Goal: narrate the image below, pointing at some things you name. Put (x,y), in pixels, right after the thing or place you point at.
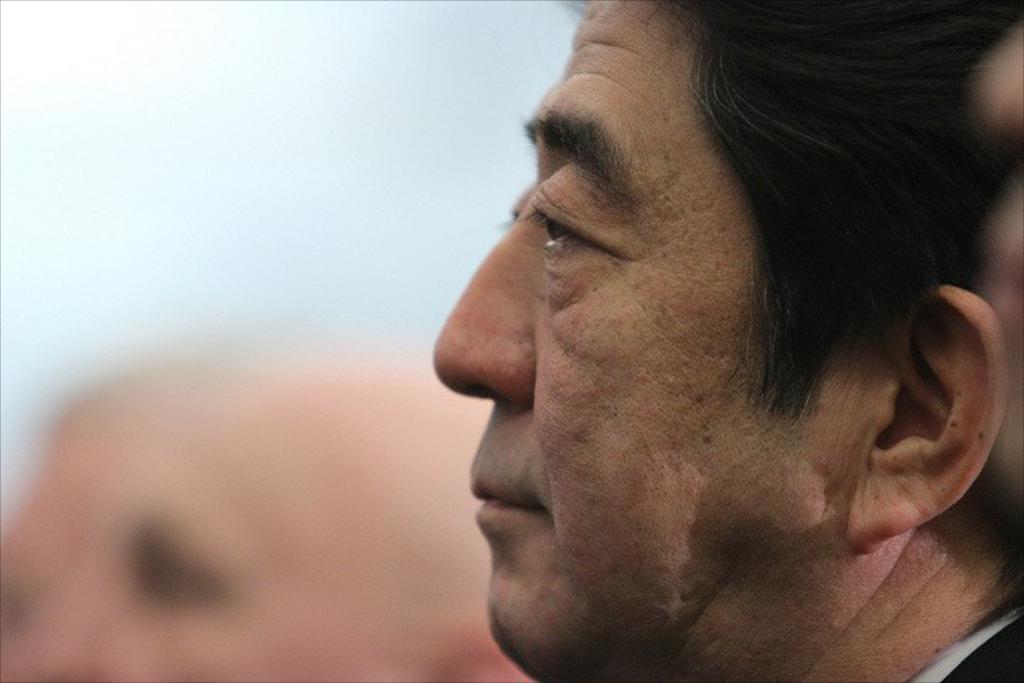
In this picture we can see a person's face (674,523) and in the background (325,325) we can see it is blurry.
